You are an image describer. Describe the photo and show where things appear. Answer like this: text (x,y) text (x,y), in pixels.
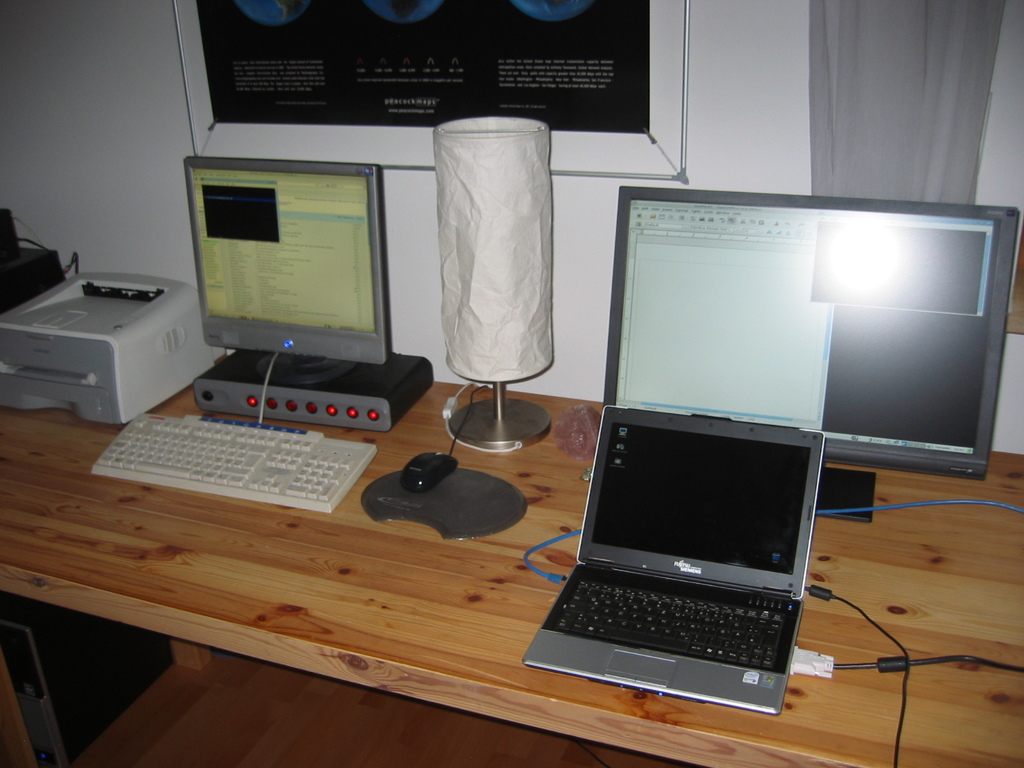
On the table (426,566) there are monitors (656,337), keyboard (255,457), mouse (429,479), laptop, and a printer (100,350). There is a CPU (66,697) and this is floor (266,730). On the background (246,142) there is a wall (694,87) and this is frame (563,68).
